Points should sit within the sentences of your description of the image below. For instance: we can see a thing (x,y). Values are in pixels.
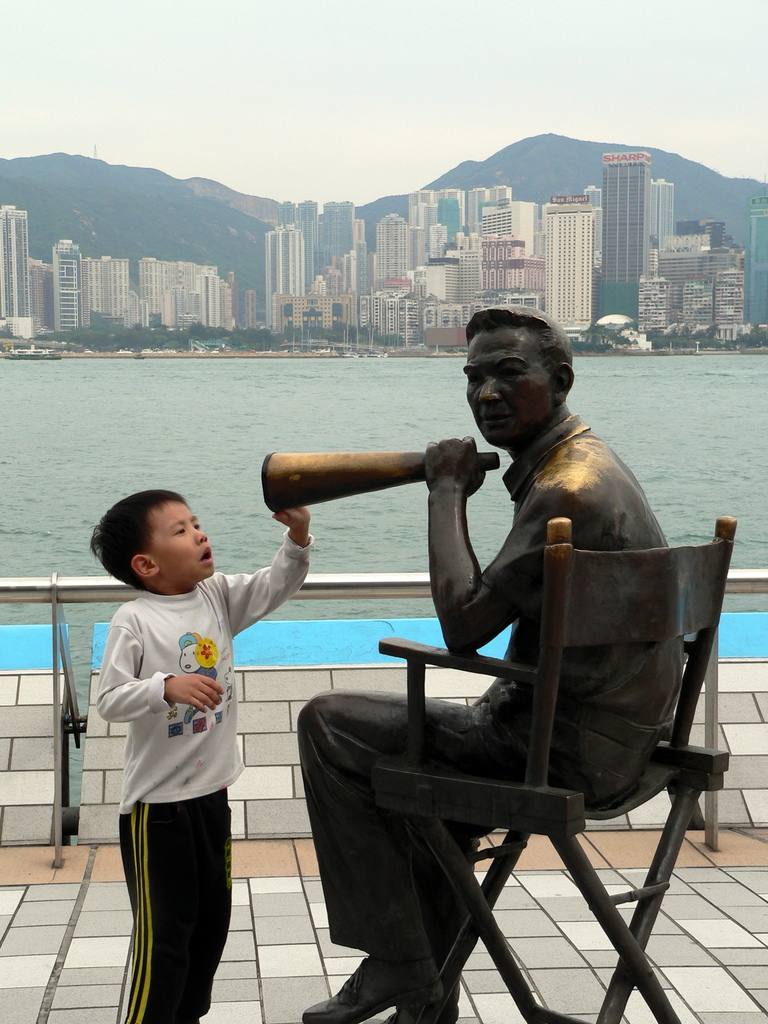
This image consists of water (398,431) in the middle (388,389) and buildings (457,291) in the back side (516,277) and mountains (706,185) on the top (165,208). There is a kid (234,628) on the left side (229,761). He is wearing white colour t-shirt (173,719) and black colour Pant (190,860). In the middle (481,410) there is a statue (501,699) of a person (513,739) who is sitting in the chair (575,604) and holding something (350,458) in his hand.
